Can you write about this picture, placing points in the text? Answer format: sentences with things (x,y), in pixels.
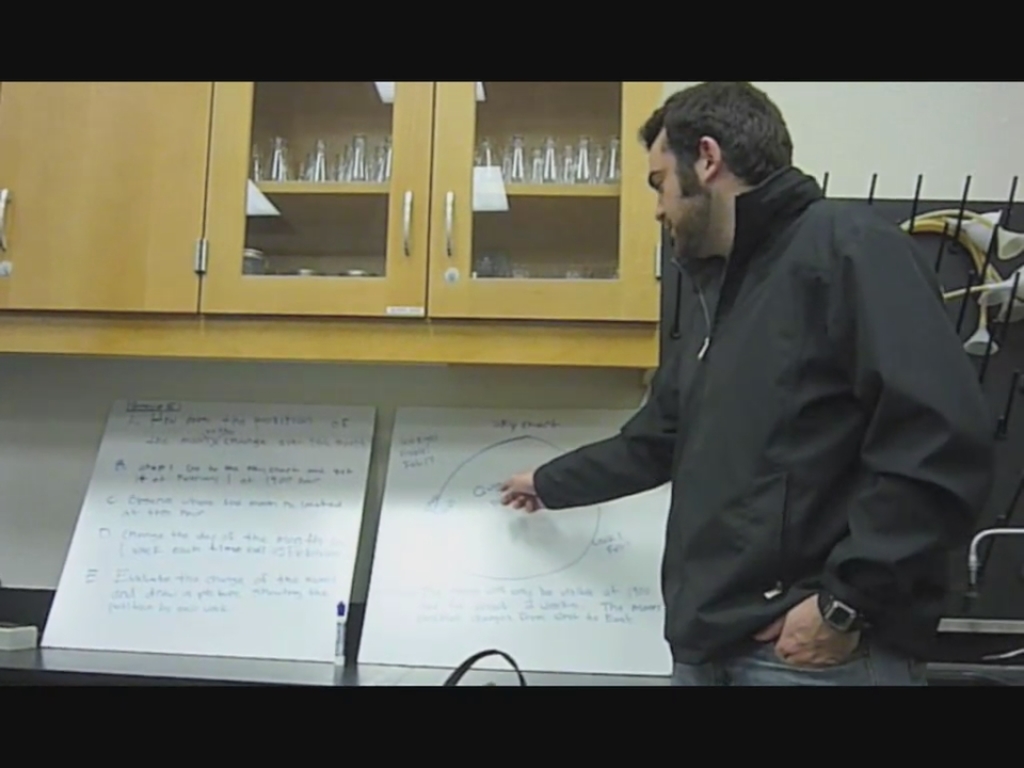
IN this image we can see a person (853,354) pointing towards a board (510,528), there are two boards (282,535) with some text (318,581) written on it, there are some flasks (520,158) in the closet (349,219), behind a person (959,346) we can see an object (1000,383) with some rods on it.
